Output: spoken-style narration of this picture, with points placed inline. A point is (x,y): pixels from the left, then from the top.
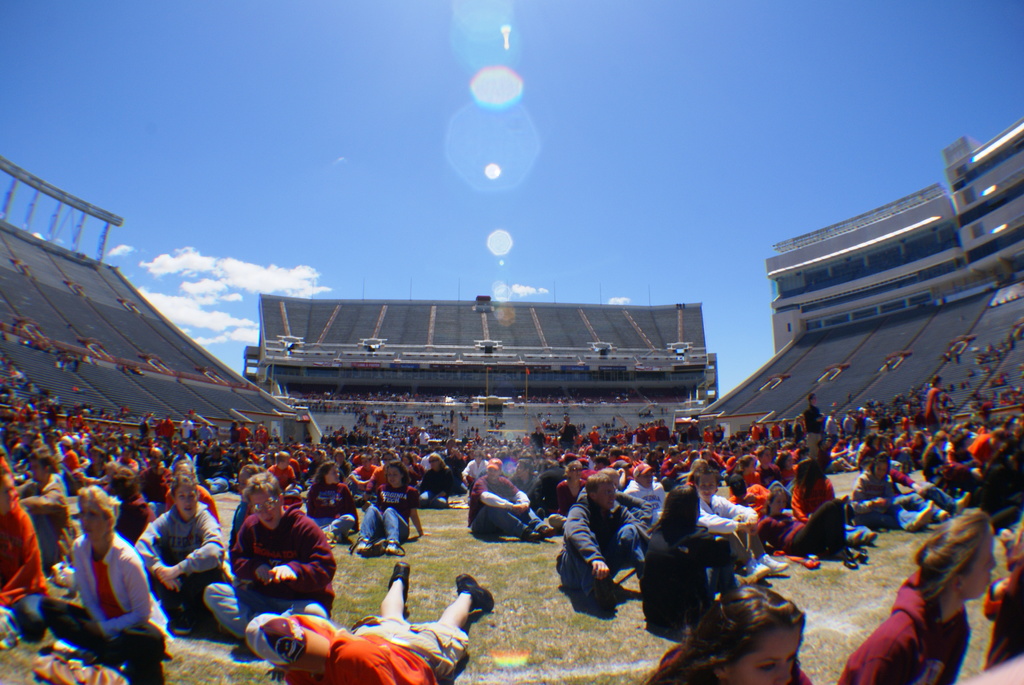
This is a stadium (485,348). Here there are many people (377,460) sitting on the ground (414,574) and here a person (383,636) lying on the ground (520,654). In the background (557,368) we can see chairs (307,323) in the stands (820,356), a building (879,272) and clouds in the sky (449,104).
